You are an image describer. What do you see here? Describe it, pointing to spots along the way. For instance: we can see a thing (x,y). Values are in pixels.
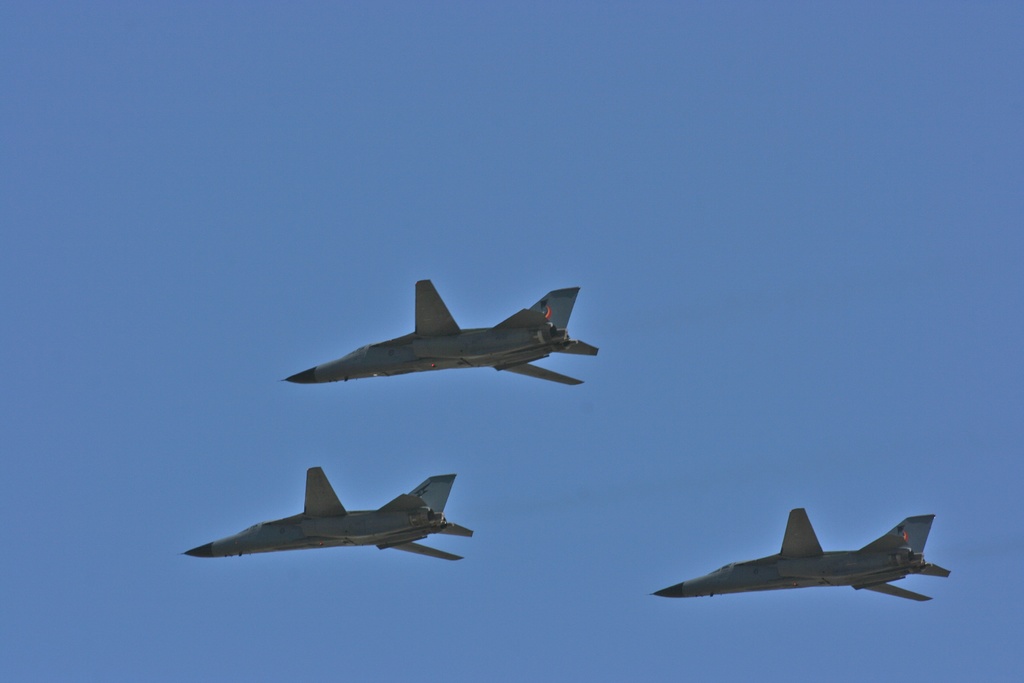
In this image I can see three aircraft (413,505). I can also see blue color in background (492,374).
